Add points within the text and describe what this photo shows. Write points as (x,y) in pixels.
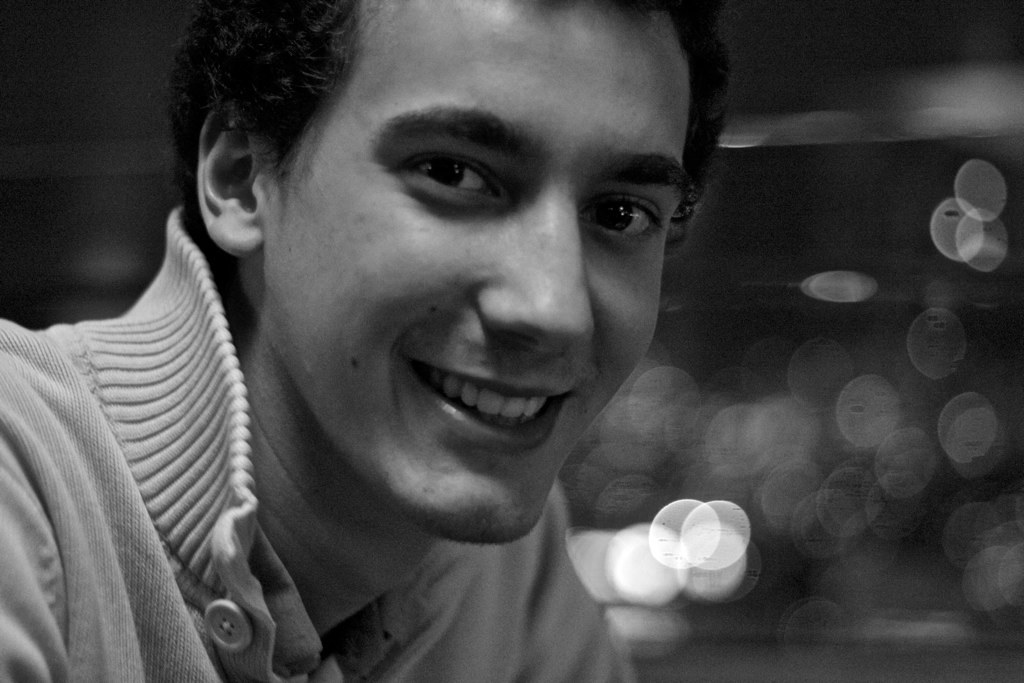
In this image we can see a person (391,364). There is a blur background (850,296) in the image.
